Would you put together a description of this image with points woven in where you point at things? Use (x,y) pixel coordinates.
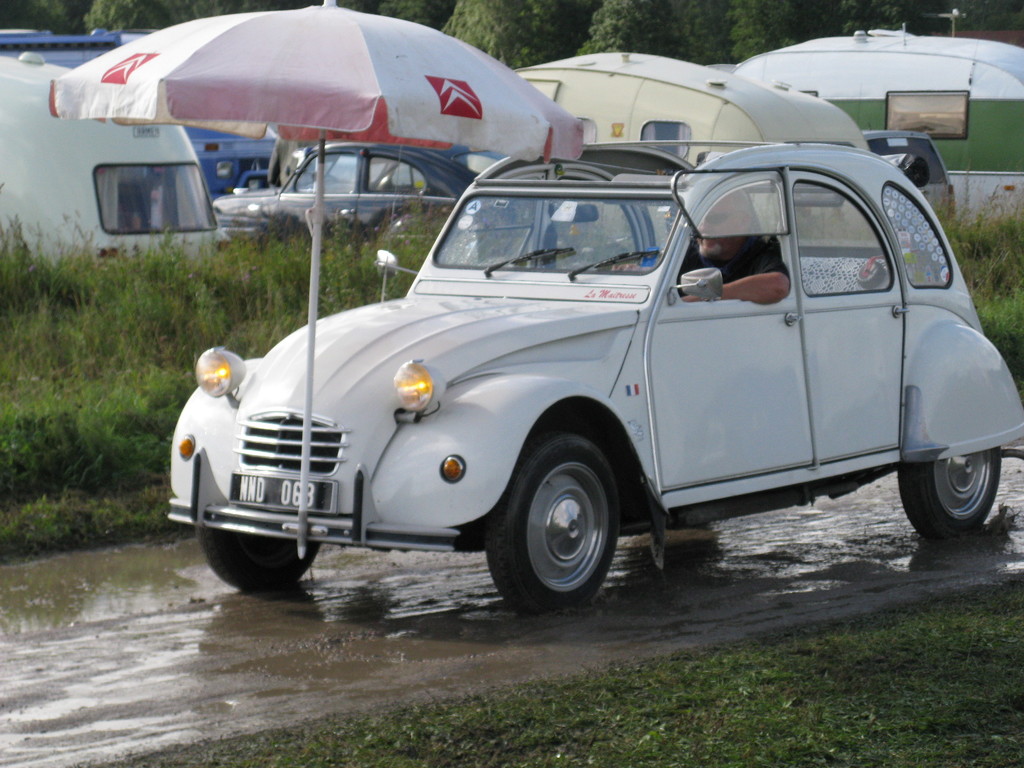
In this image in the foreground (744,341), there is one car (785,370) and one umbrella (322,119). In the background (774,77) there are some vehicles (630,121) and trees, at the bottom (210,705) there is a walkway (475,686) and grass (689,704).
